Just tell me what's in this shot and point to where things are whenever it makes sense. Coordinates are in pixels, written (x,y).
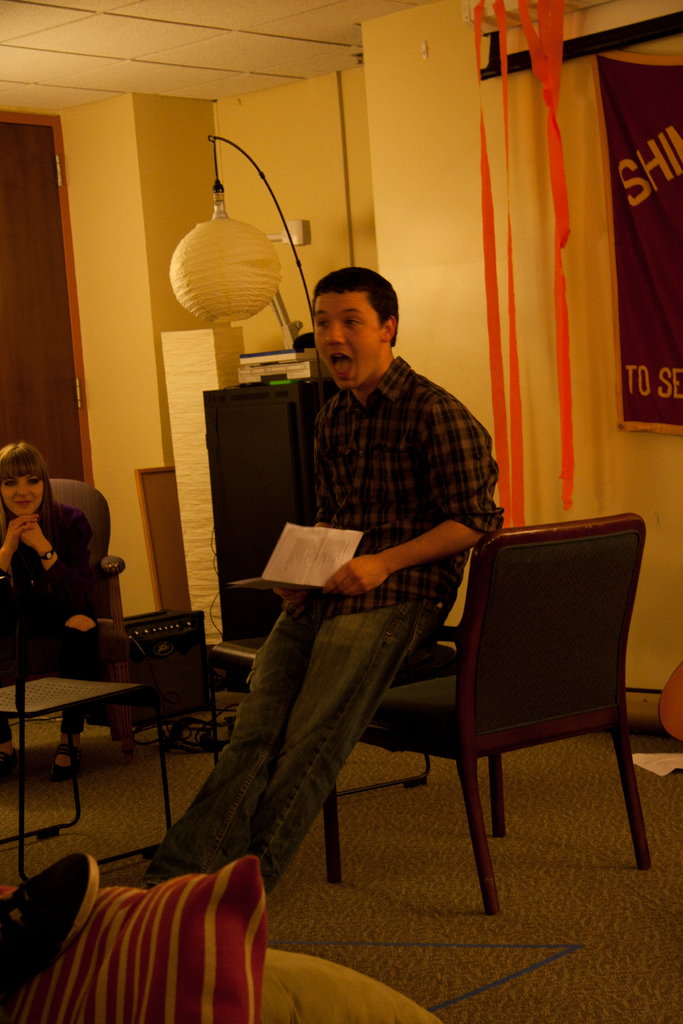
In this image we can see a person (410,468) is sitting and holding the papers (304,568) in the hand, and at side a woman (48,542) is sitting and smiling, and here is the wall (524,184).
